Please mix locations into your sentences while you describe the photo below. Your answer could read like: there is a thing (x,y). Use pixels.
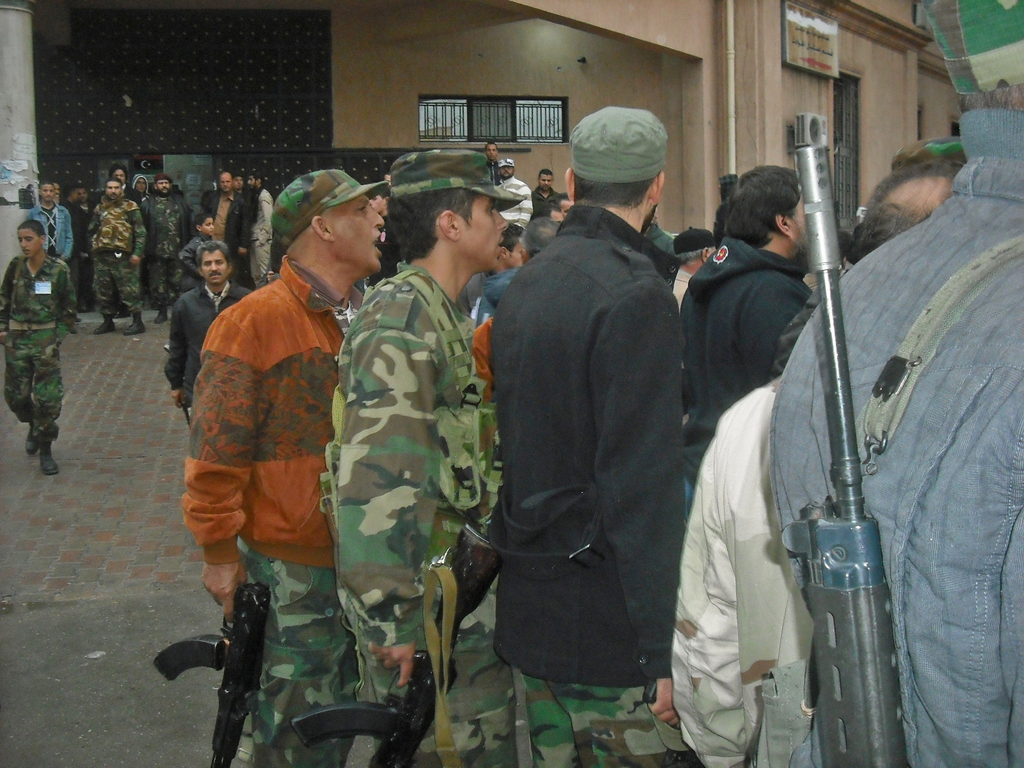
In this image there are a few people (350,300) standing and holding guns (826,639) in their hands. In the background (274,98) there is a building (429,98).
